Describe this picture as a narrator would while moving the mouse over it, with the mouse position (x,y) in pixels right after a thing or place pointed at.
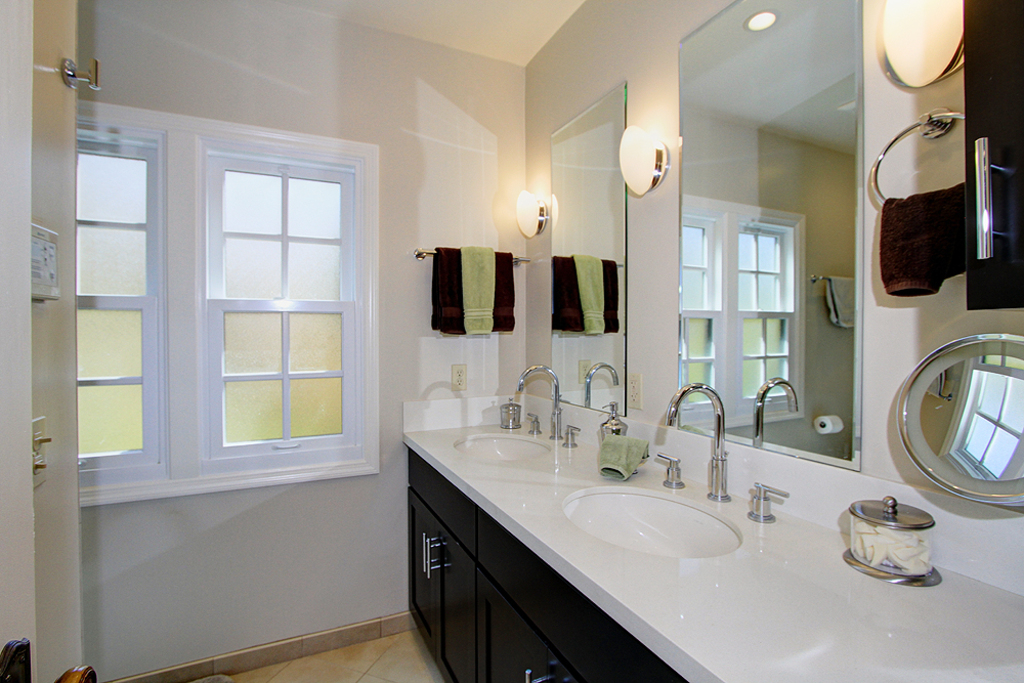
On the right side (716,590) there is a platform (716,590) with cupboards (476,623). On that there are wash basins (635,511) with taps (713,478). On the wall (644,299) there are mirrors (845,372), lights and towels (496,316) on hangers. Also there are windows (184,346). On the wall (120,55) there is a hanger (86,70). On the mirrors (605,317) there are reflection (598,291) of towel (612,304) on hanger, tissue (829,428) and windows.
